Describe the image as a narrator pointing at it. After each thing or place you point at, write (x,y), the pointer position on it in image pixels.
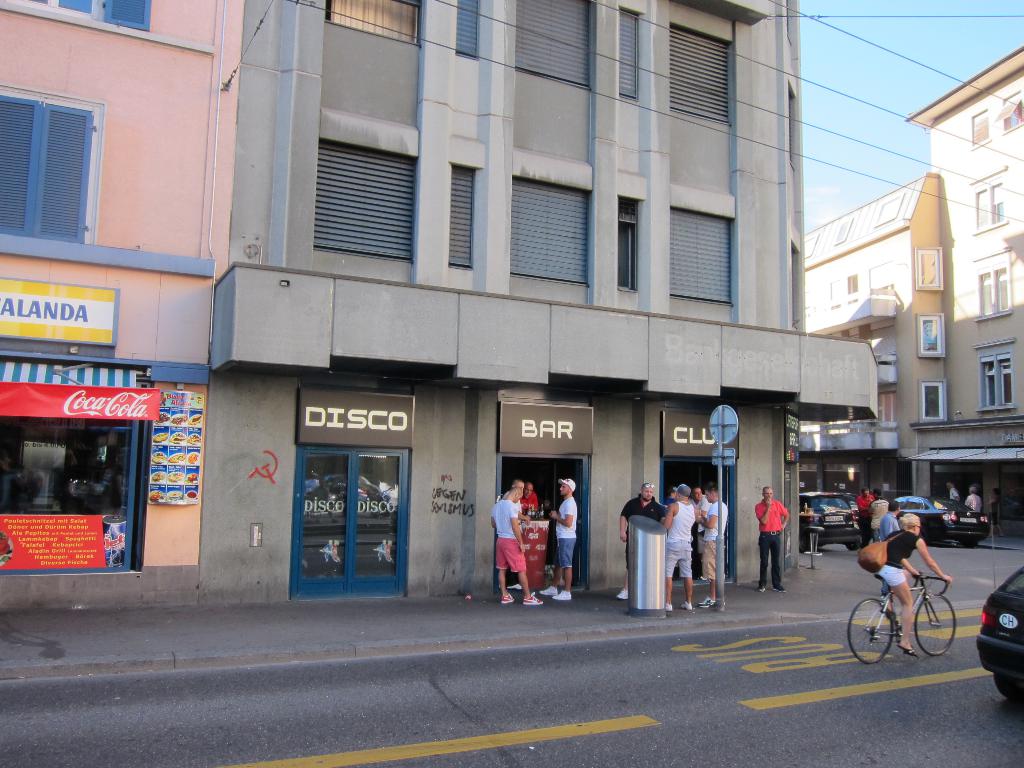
In this image we can see buildings (155,327), stores (261,373). There are people (649,506) standing. At the bottom of the image (832,668) there is road (103,759) on which there are vehicles (929,531). At the top of the image (894,46) there is sky (826,13).
